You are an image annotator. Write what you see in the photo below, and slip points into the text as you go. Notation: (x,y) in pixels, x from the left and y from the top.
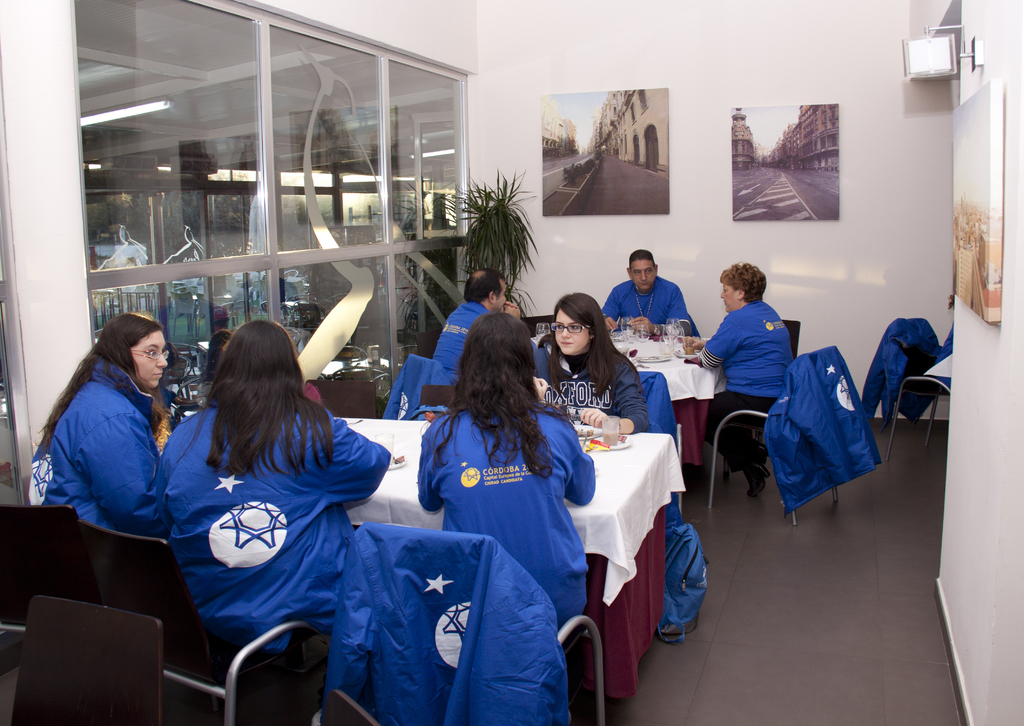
In this picture we can see group of the girls (133,349) wearing blue color jackets (547,523) sitting on the dining table (387,502) and eating the food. Behind there is a big glass door (354,145) and a white color wall (538,176) with two hanging photo frames (666,162).
